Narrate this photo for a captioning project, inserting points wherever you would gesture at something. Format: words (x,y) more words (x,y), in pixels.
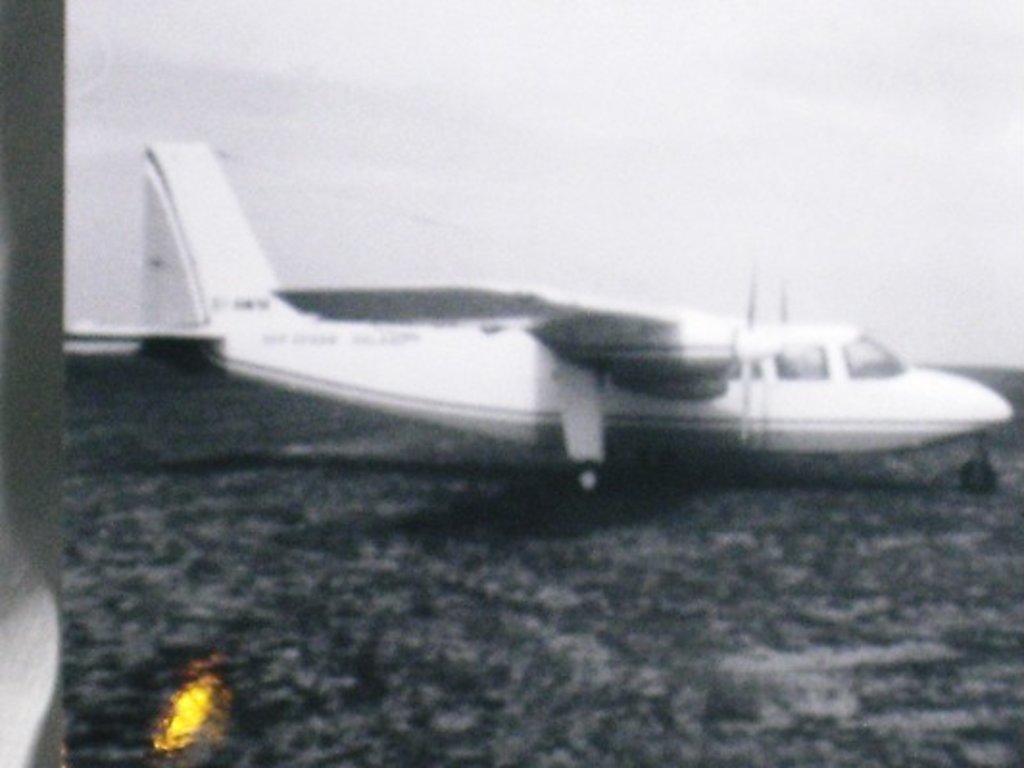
This is a black and white picture. In this picture we can see an aircraft (485,293) and a light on the left side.
